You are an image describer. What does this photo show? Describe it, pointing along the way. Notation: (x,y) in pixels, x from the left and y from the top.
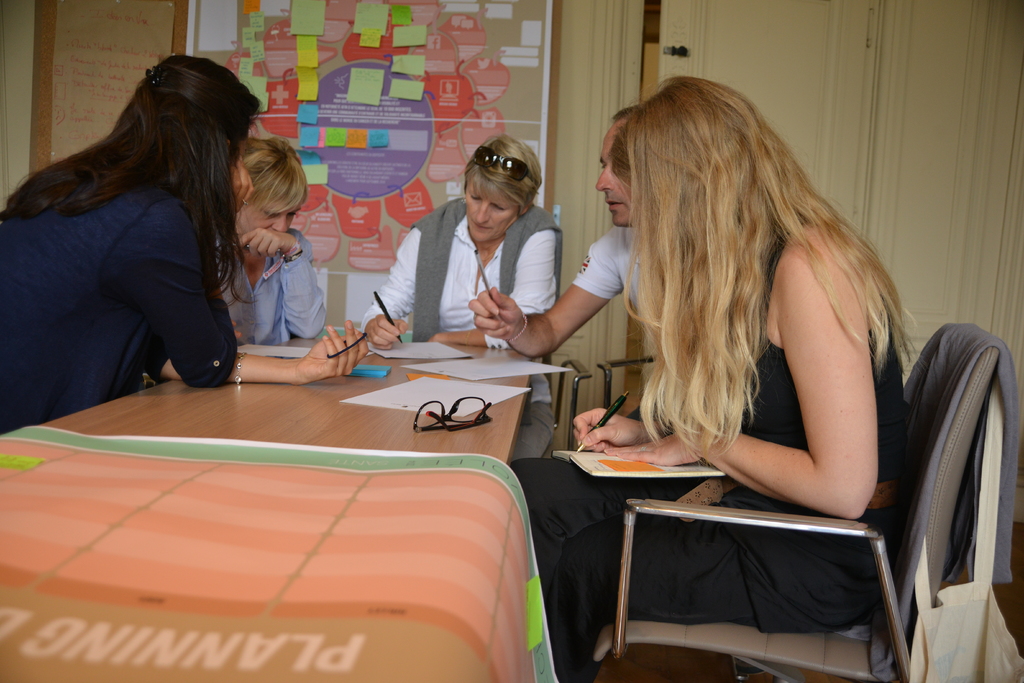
In this image there are group of persons (660,402) who are sitting around the table (229,435) and writing something and there are spectacles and papers (385,393) on top of the table (333,441) and at the background of the image (851,63) there is a wall (999,53).
